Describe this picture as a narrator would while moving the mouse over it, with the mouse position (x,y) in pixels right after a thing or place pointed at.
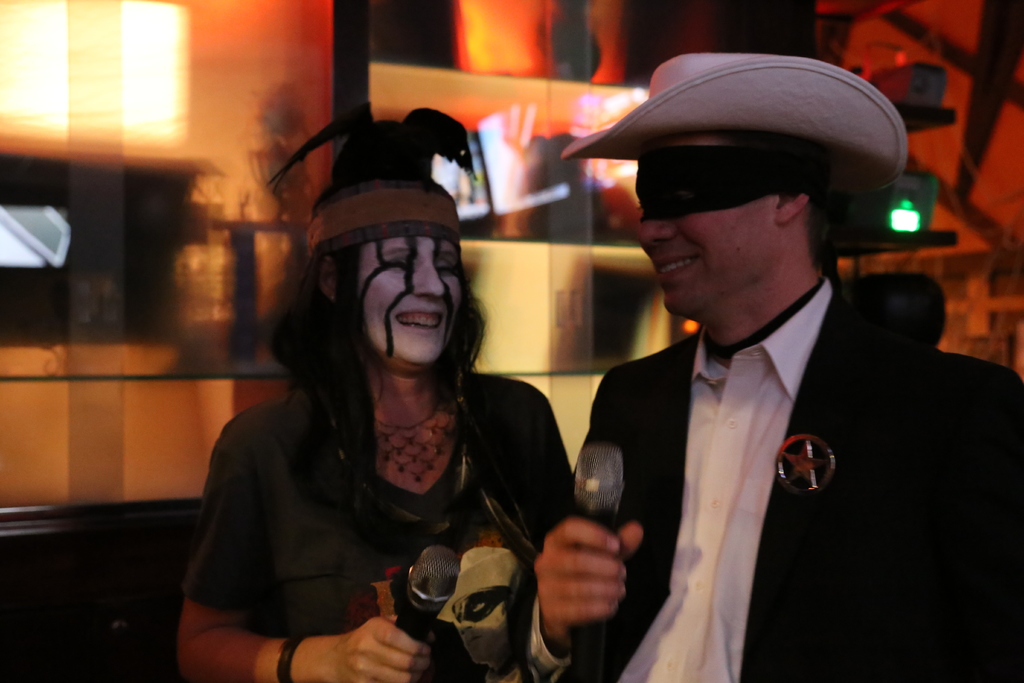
This is the picture of a place where we have a lady (532,410) who has some painting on her face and she is holding the mic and also we can see a guy (746,418) wearing suit (803,399) and behind there are some lights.
